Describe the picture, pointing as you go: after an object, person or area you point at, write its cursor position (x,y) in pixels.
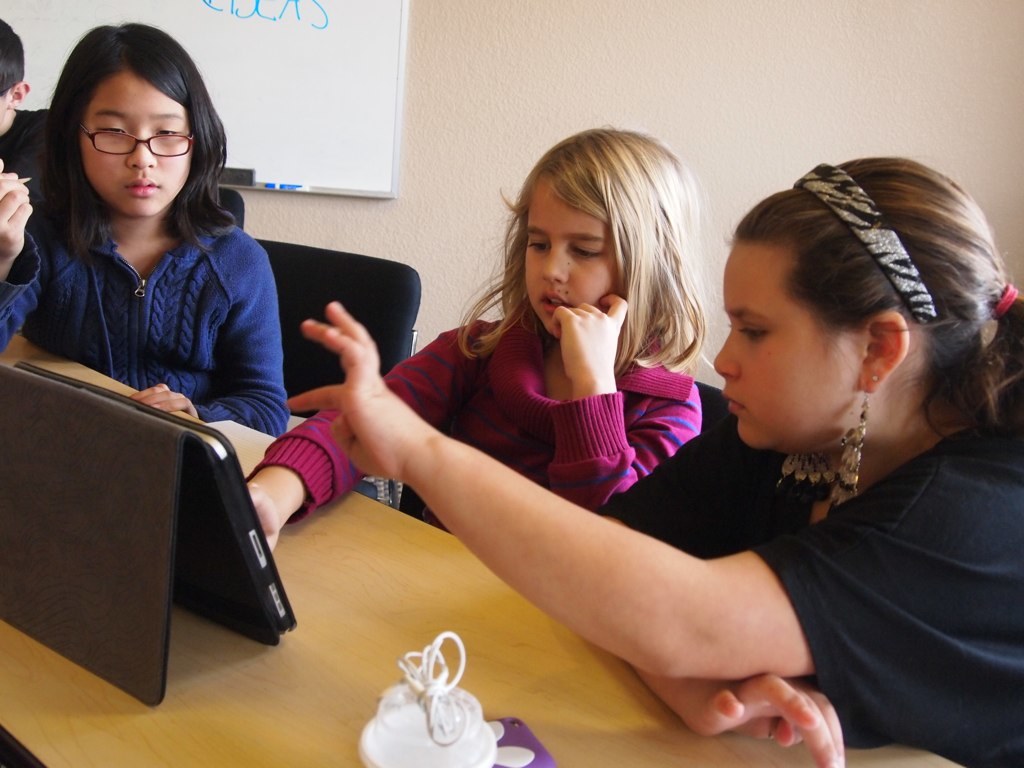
In this picture we can see three girls (969,527) sitting on chairs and in front of them on the table (624,683) we can see a tab (76,448) and an object (367,748) and in the background (256,80) we can see a board (288,106) on the wall (655,120).
